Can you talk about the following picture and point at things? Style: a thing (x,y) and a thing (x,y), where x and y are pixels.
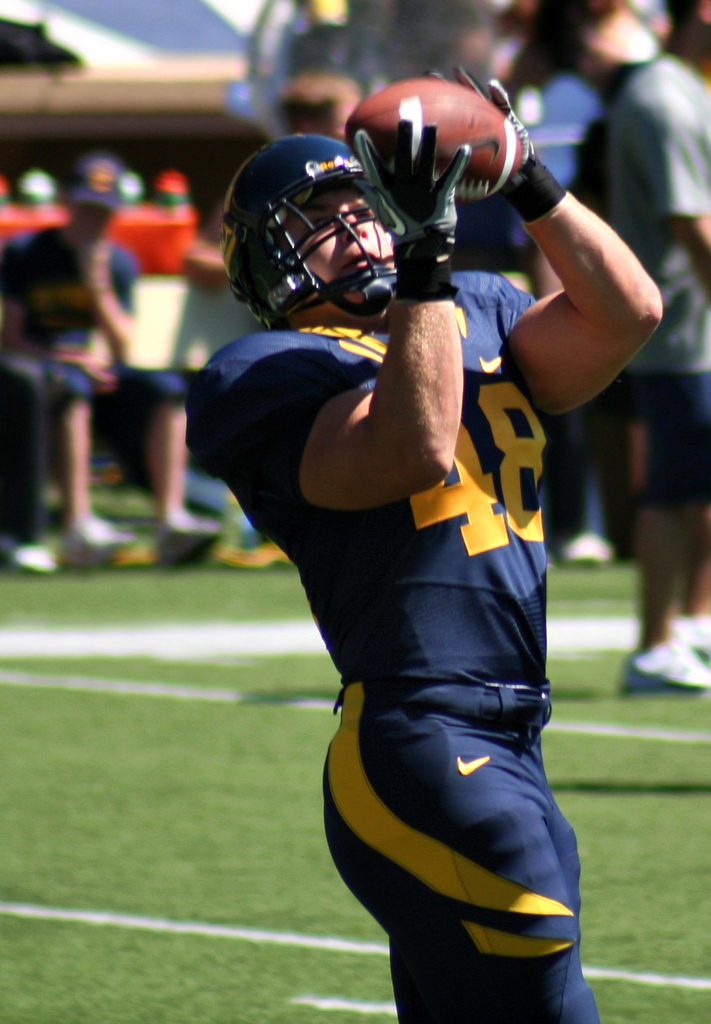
In this picture we can see a man (437,604) with a helmet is holding a ball (479,178) and standing on the grass (375,1018). Behind the man (429,538) there are some blurred people (209,239).
